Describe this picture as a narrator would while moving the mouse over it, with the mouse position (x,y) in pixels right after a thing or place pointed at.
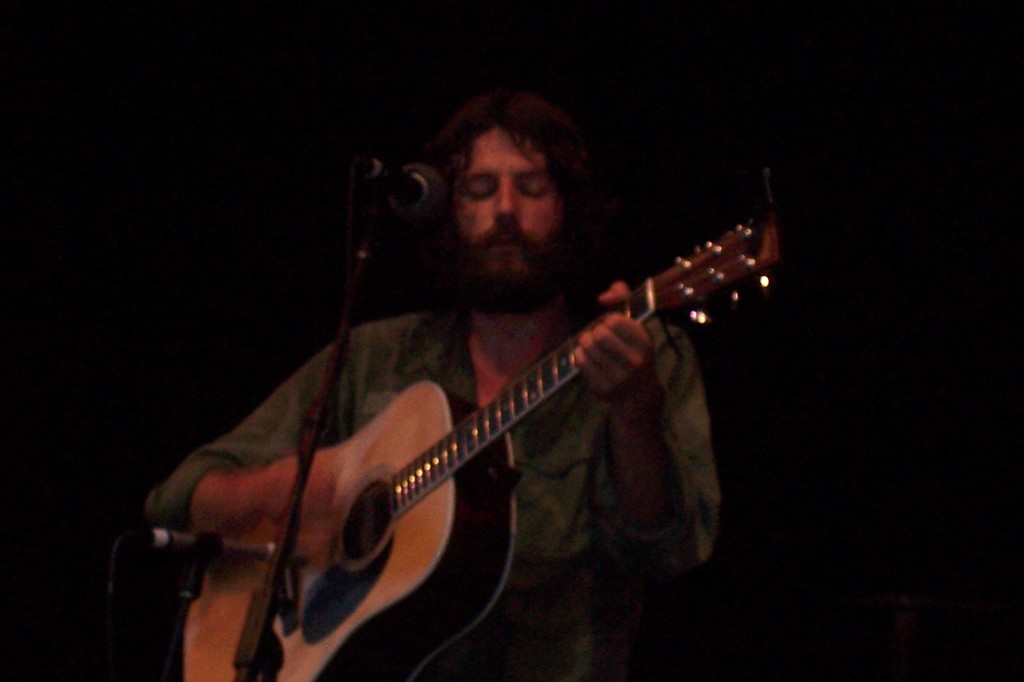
This person (544,604) playing guitar (393,403). There is a microphone (390,184) with stand (182,557).
